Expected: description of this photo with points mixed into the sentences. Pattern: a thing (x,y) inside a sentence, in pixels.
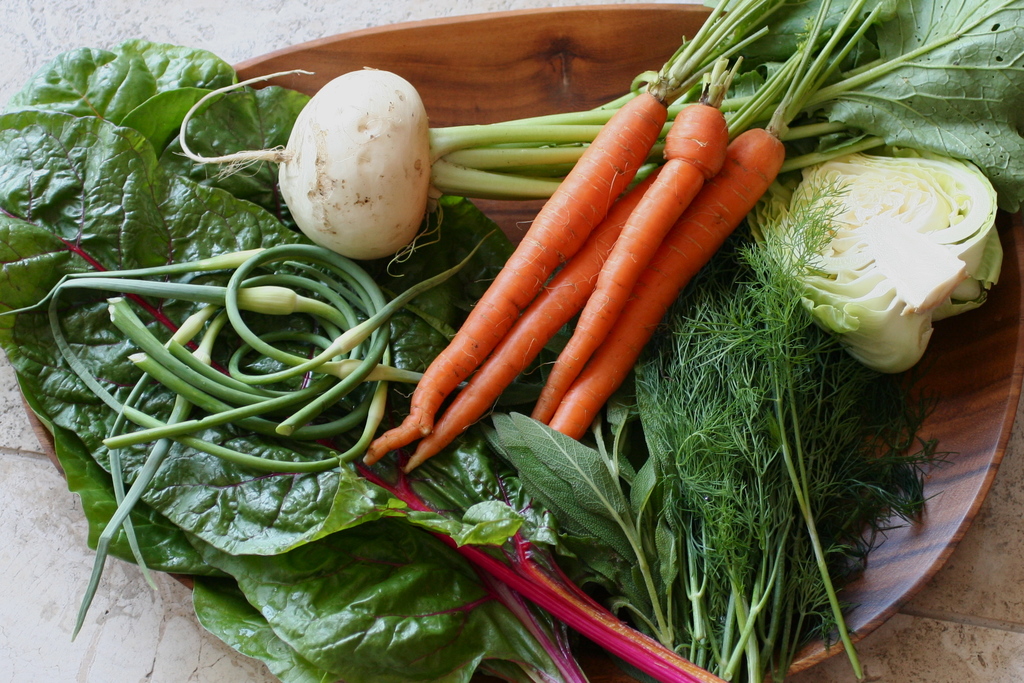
In this image we can see some vegetables (511,424) like carrots (543,345), cabbage (959,303), radish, spring onions (357,330) and some leafy vegetables (535,484) in a plate (882,572) placed on the surface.
